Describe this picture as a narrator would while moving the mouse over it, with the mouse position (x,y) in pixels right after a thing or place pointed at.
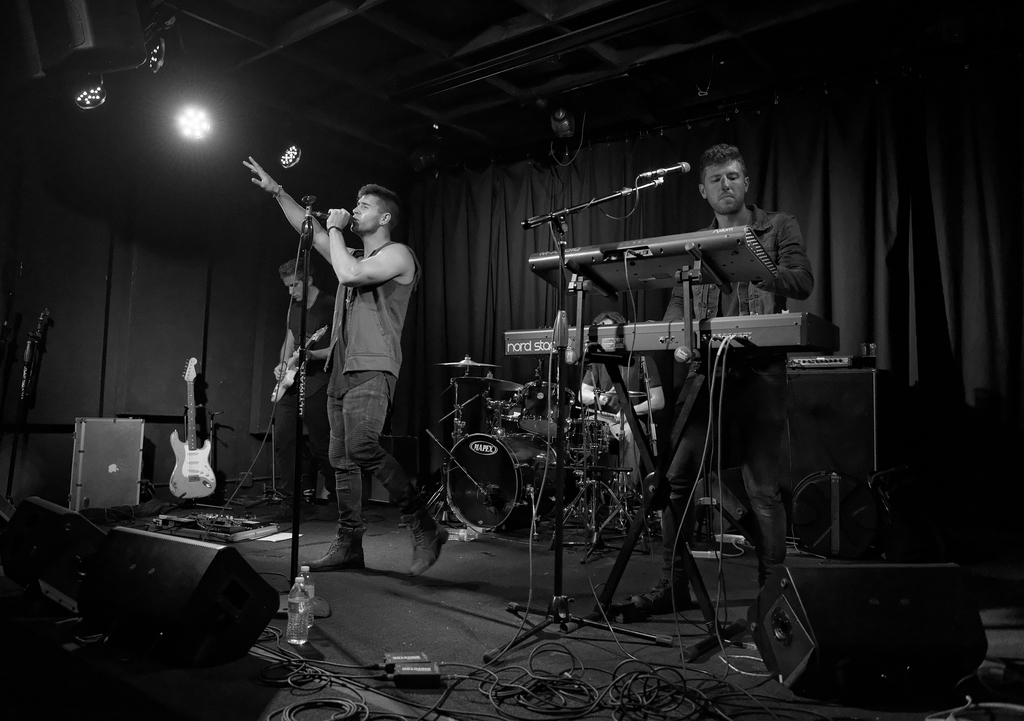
This is a black and white image. In this image we can see three men (337,448) standing on the stage (332,631). In that a man (394,373) is holding a mic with a stand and the other is holding a guitar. We can also see some musical instruments (484,510), wires (706,489), speaker boxes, a mic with a stand (596,624), some bottles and a person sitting on a chair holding some sticks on the stage (367,626). On the backside (507,373) we can see a curtain (520,377) and some lights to a roof (409,161).
